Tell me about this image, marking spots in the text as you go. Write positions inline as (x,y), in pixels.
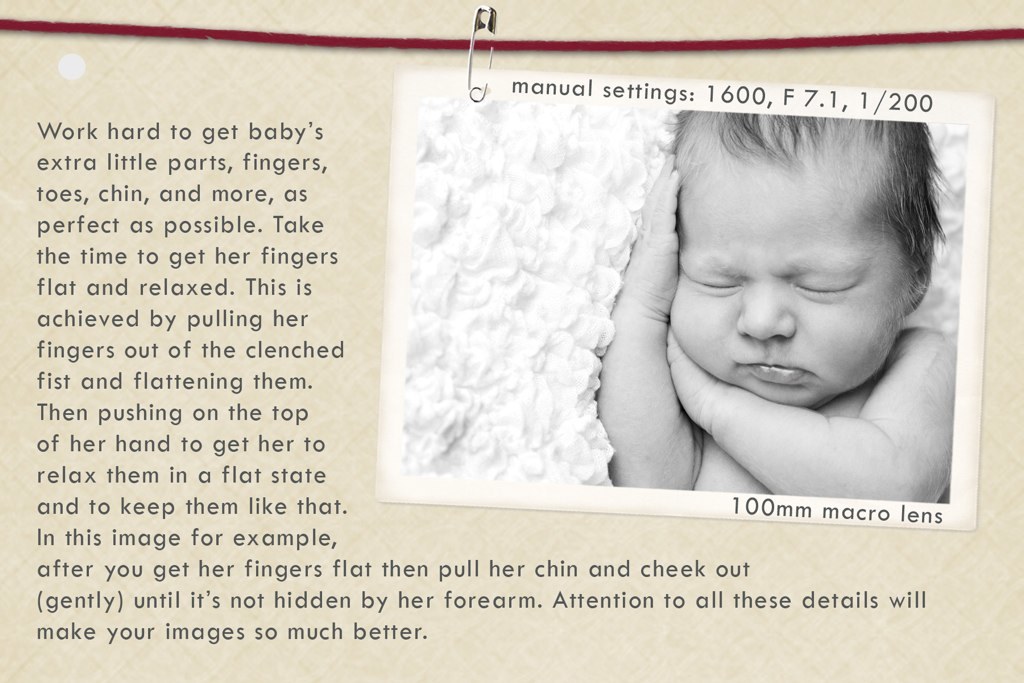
In this picture we can see a paper (510,431), in the paper (672,371) we can find a baby (762,359).
